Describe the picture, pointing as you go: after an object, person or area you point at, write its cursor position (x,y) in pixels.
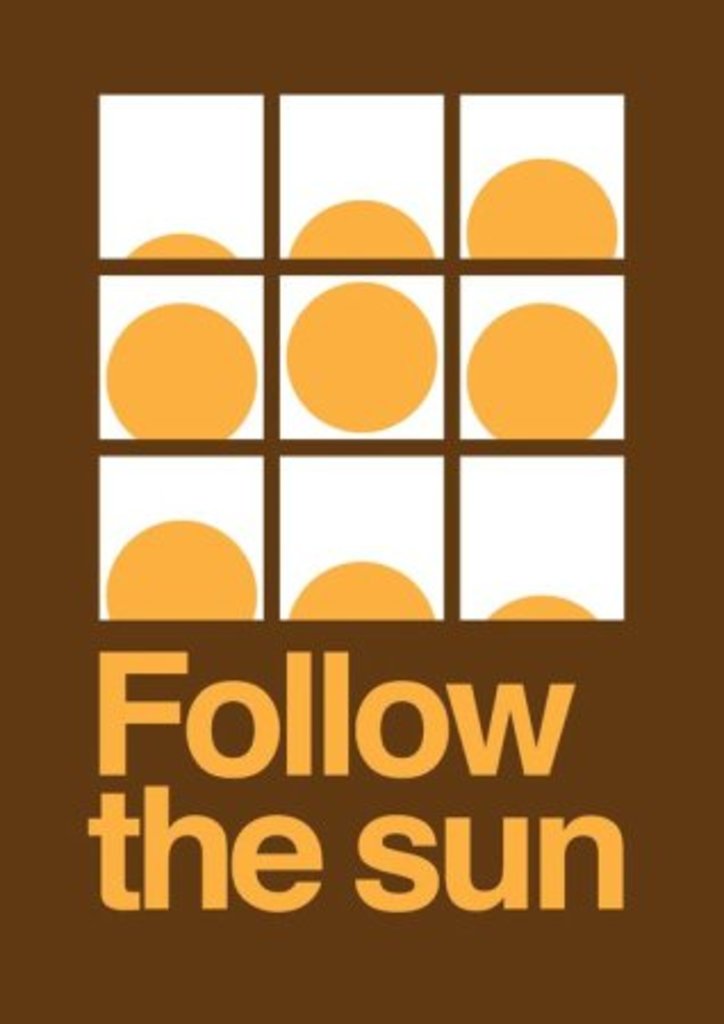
In this image, I can see a poster (457,1003) with the words (523,746) and there are round shapes (366,420) in the square boxes (437,292).
